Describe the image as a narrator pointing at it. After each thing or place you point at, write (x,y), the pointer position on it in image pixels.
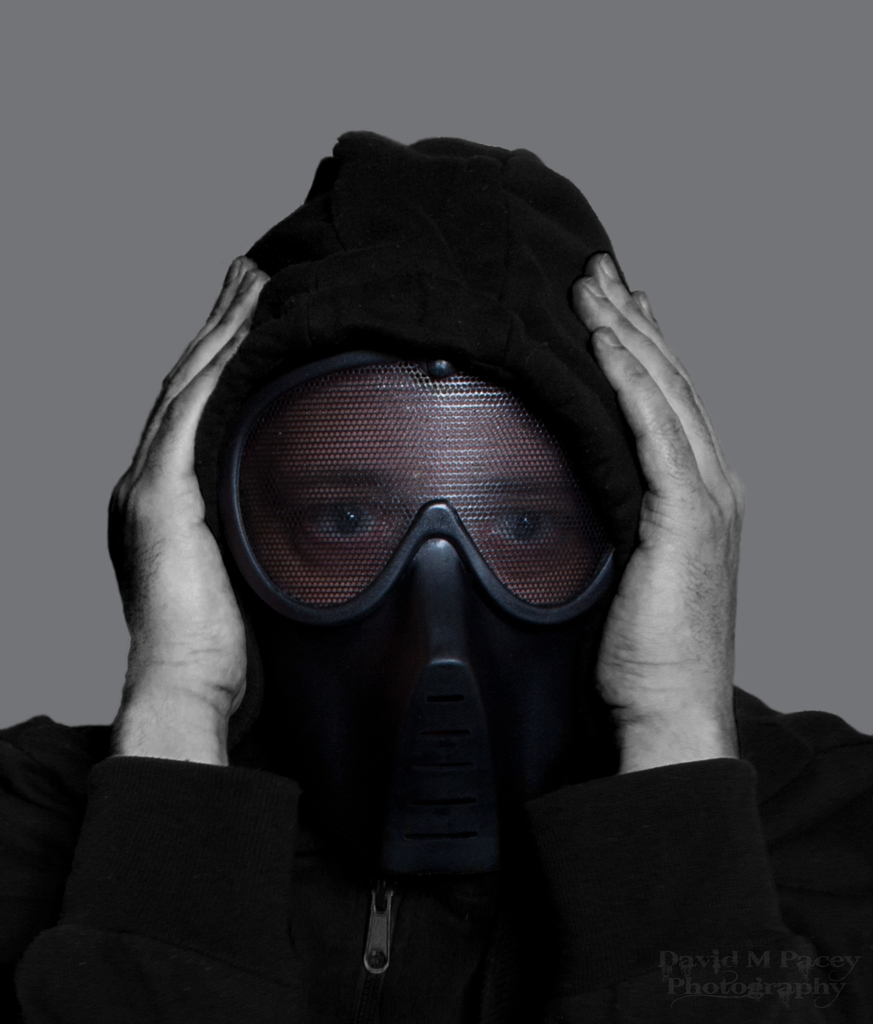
In this image, there is a person (624,937) wearing a black color jacket (245,881) and wearing goggles (417,549), at the background (826,183) there is a grey color backdrop (383,125).
